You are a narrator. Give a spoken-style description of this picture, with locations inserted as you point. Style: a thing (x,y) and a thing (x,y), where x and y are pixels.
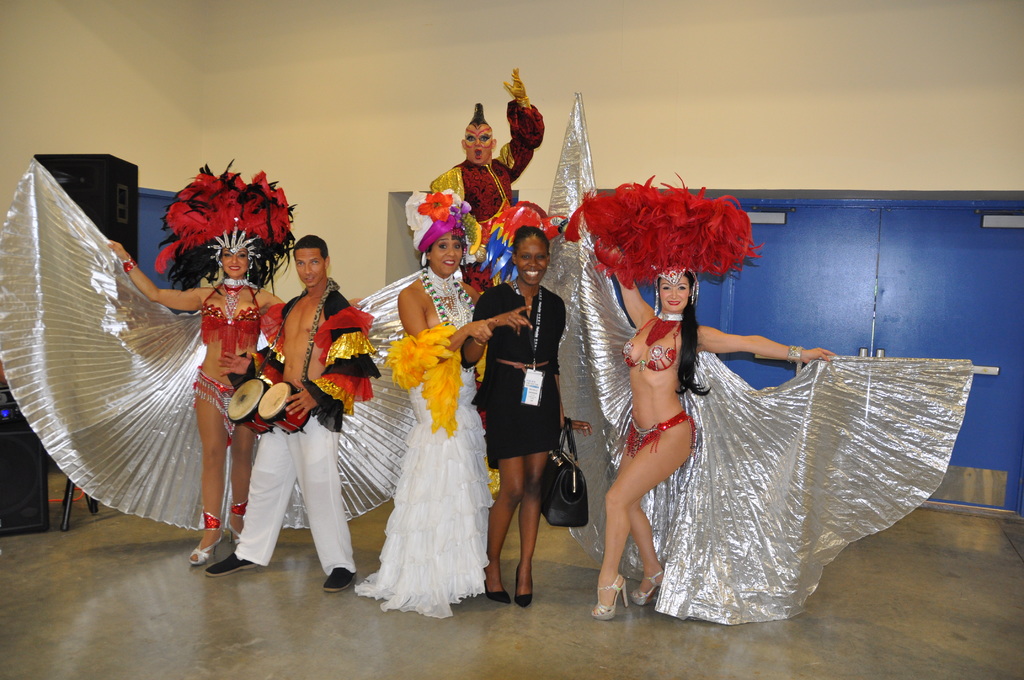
In this image I can see few people (223,237) are standing and wearing costumes (697,230). I can also see smile on their faces (524,257). Here I can see he is holding a musical instrument (271,407).
